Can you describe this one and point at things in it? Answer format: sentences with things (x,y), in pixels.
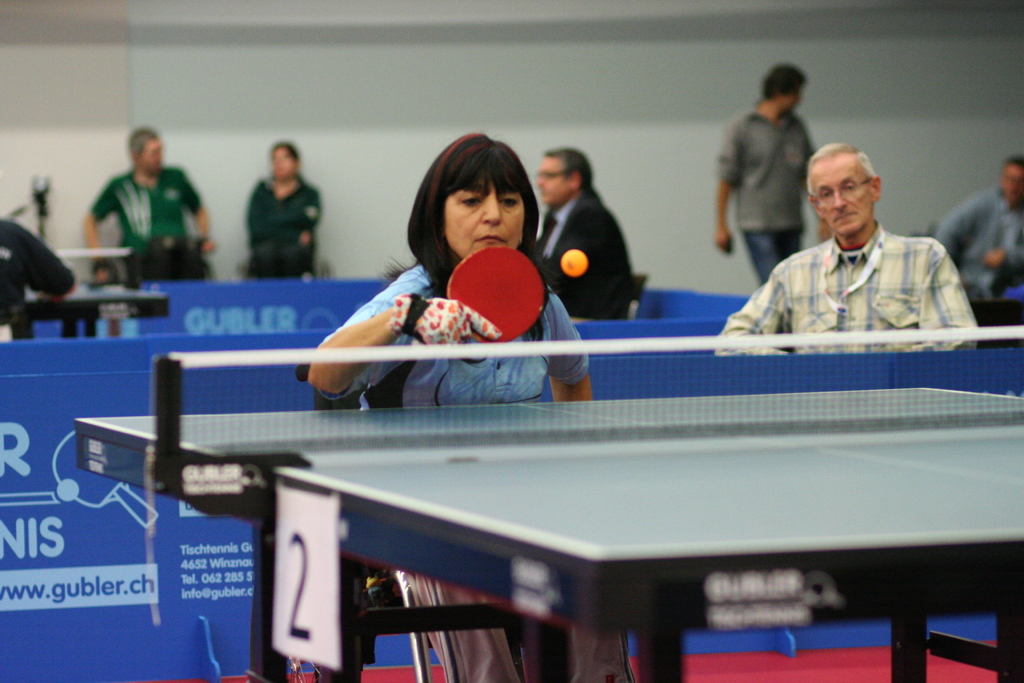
In this image we can see this woman (457,365) is playing table tennis. There are few more persons (825,254) in the background (744,162).
